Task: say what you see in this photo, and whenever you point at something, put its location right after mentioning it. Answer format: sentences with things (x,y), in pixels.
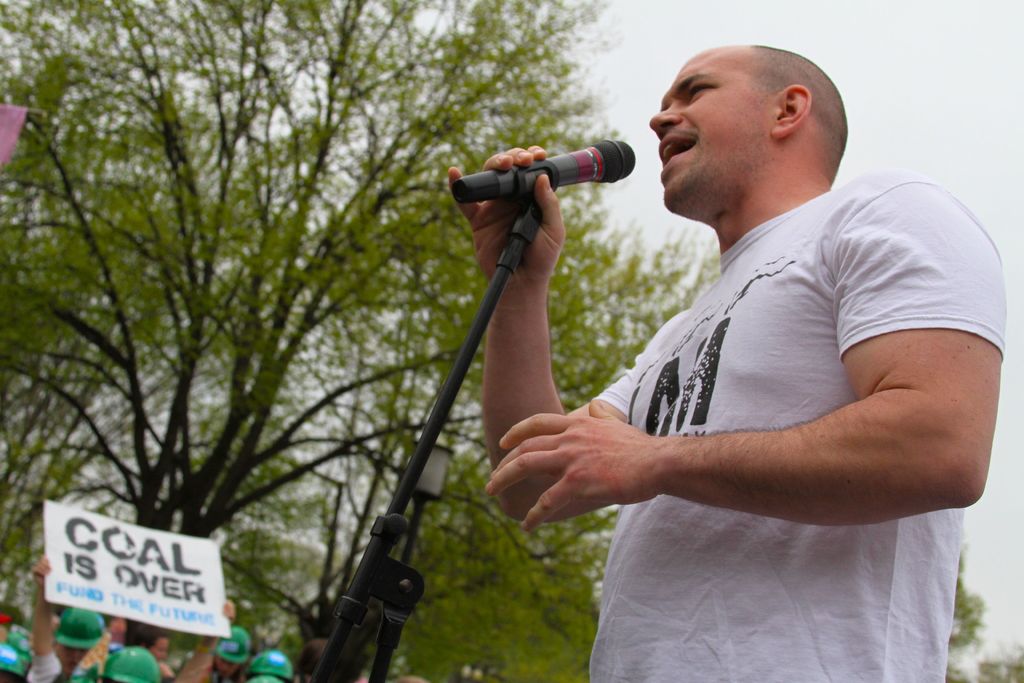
In this picture outside of the city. There is a group of people (572,469). On the right side (722,303) we have a person (789,363). He is standing, He is holding a mic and he is talking. On the left side (115,657) we have a group of persons (162,656). They are holding a poster (200,552). We can see in background (324,386) trees (295,250) and sky (873,62).
